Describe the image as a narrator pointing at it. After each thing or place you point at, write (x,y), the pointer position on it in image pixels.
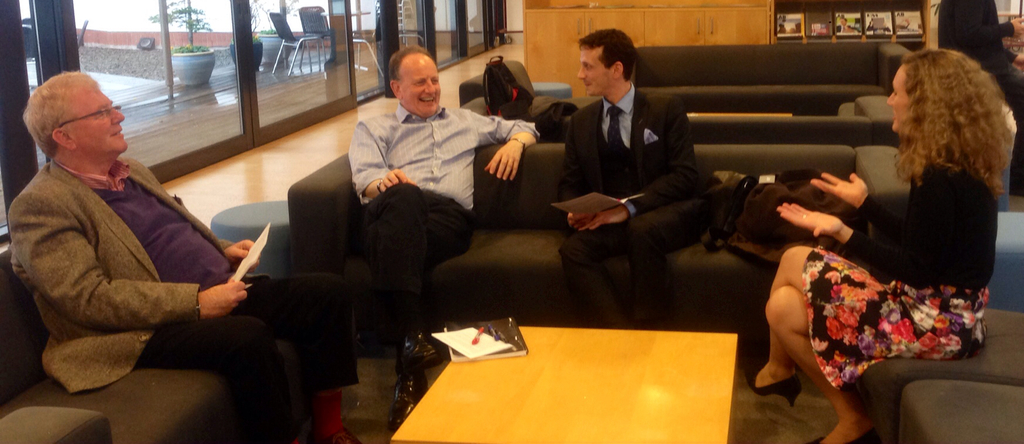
On the background (327,41) through window glass (275,50) we can see chairs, a plant (191,45) with a pot (199,65) and outside view (201,46) is visible. This is a floor (304,155). Here we can see persons (101,249) sitting on a sofa (334,232) which is black colour and they all are talking. On the table (569,366) we can see book (513,333), paper (494,347) and pens (498,341). Behind to these persons (191,342) we can see cupboards (677,13).
